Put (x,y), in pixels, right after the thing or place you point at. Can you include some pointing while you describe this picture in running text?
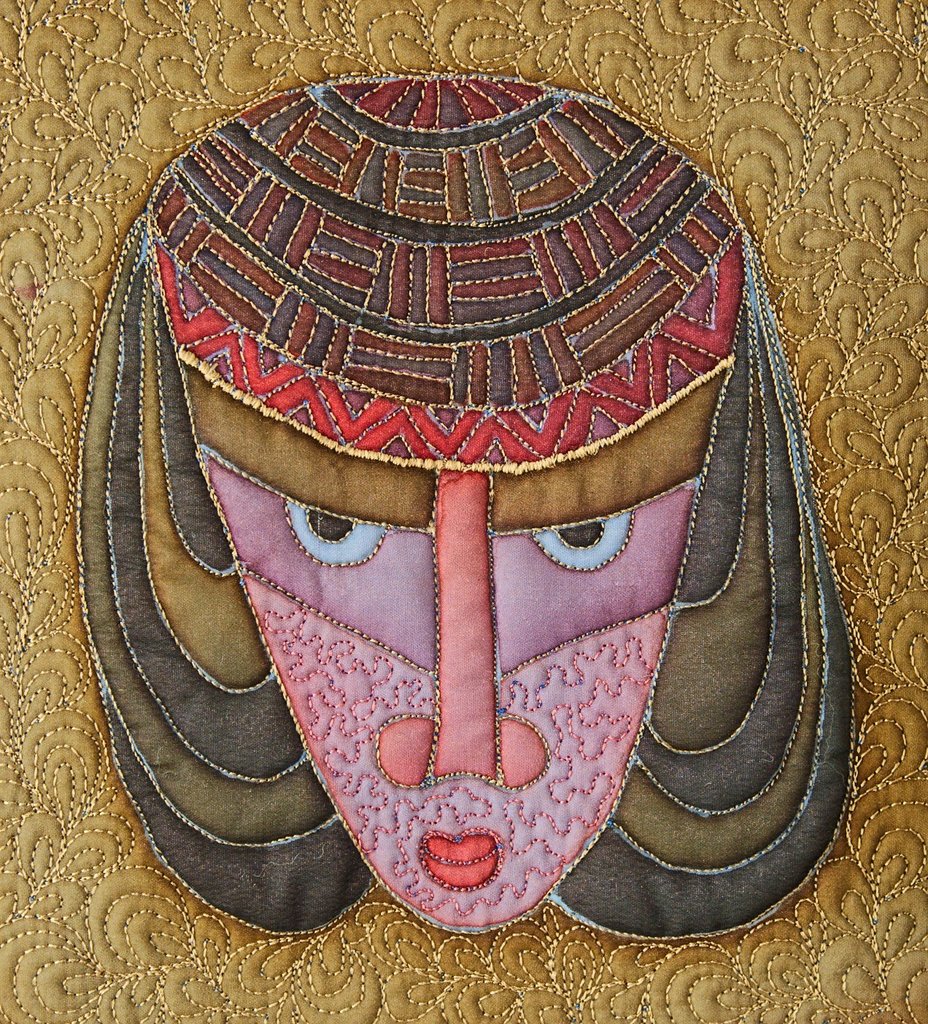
We can see thread craft (321,846) on the surface (370,948).
